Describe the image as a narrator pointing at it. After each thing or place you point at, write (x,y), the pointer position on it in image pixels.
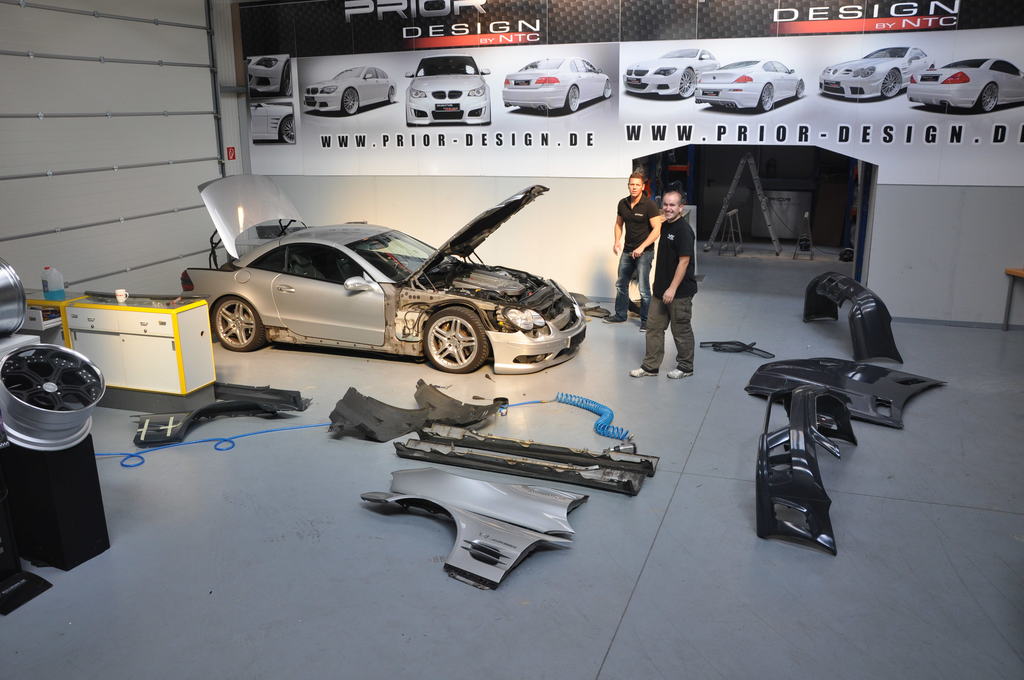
In this image, we can see a car (256,271), there are some parts of the car (462,532) on the floor (323,494), we can see two men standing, there is a poster (500,103) on the wall (450,83) and we can see some cars (450,83) on the poster (652,130).
